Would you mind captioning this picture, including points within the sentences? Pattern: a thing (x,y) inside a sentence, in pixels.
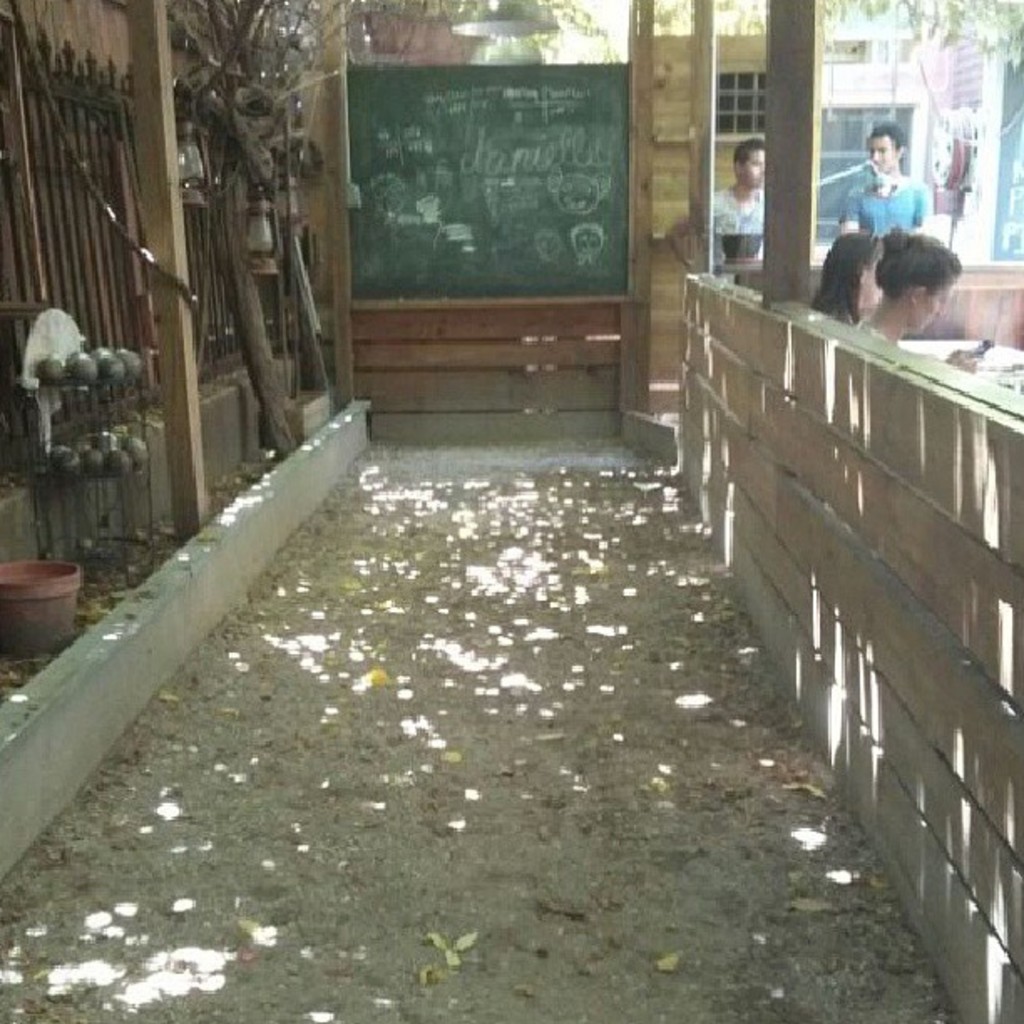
In this image I can see group of people (895,331), some are sitting and some are standing, I can also see the railing (89,214). In the background (560,87) I can the board (449,218) in green color and I can also see few trees (731,11) in green color.
